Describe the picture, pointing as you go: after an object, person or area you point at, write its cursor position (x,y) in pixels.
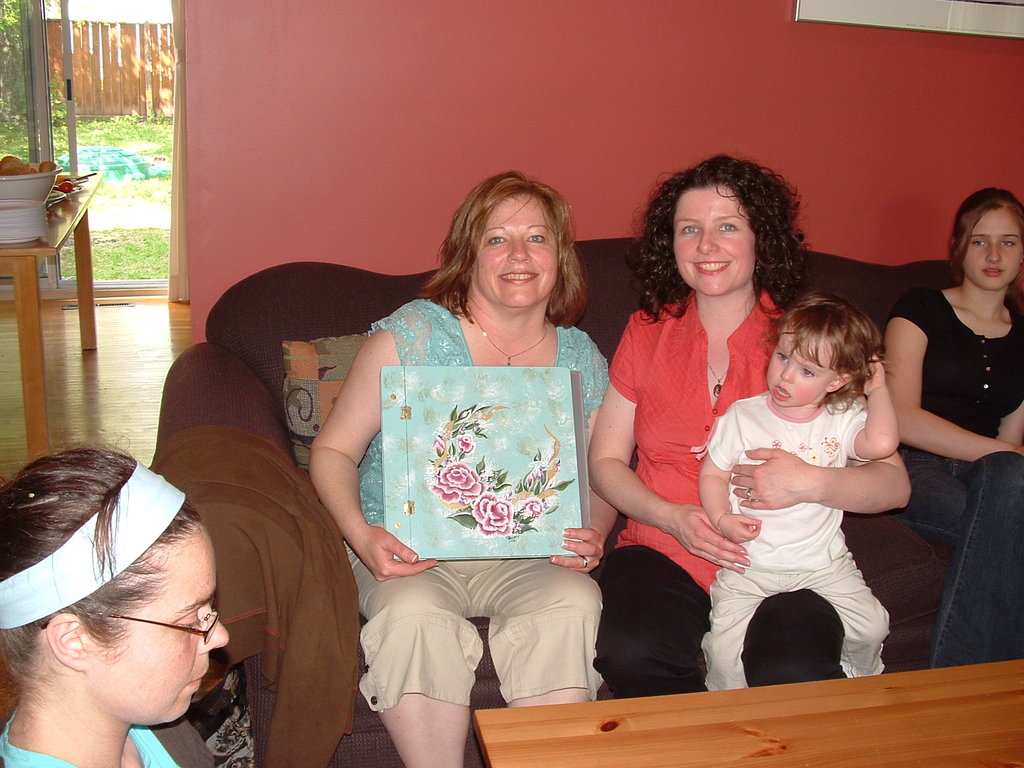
In the right side (1000,506) a beautiful young girl (982,397) is sitting on the sofa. She wore a black color top (975,407) beside her 2 other women (610,438) are also sitting on the sofa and smiling. In the left side (157,145) it's a door (107,124), here it's a wall (308,137) in the middle of an image (385,270).
